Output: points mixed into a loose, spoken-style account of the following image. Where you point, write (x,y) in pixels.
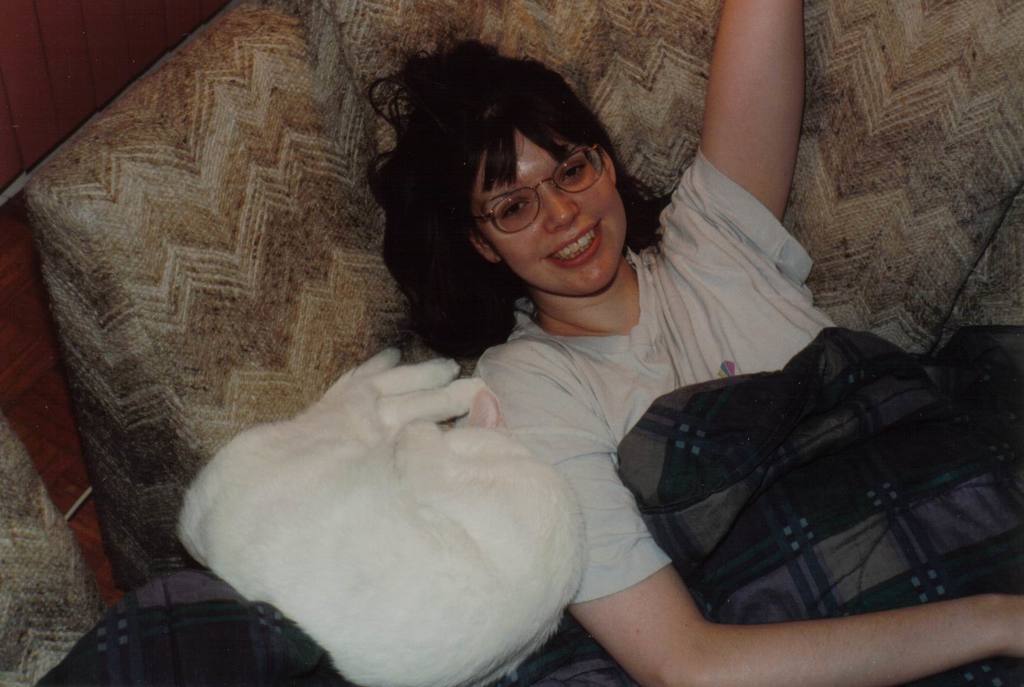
In this picture I can see a woman (725,150) lying on the couch (222,176) or on the bed (850,222), and there is a cat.
